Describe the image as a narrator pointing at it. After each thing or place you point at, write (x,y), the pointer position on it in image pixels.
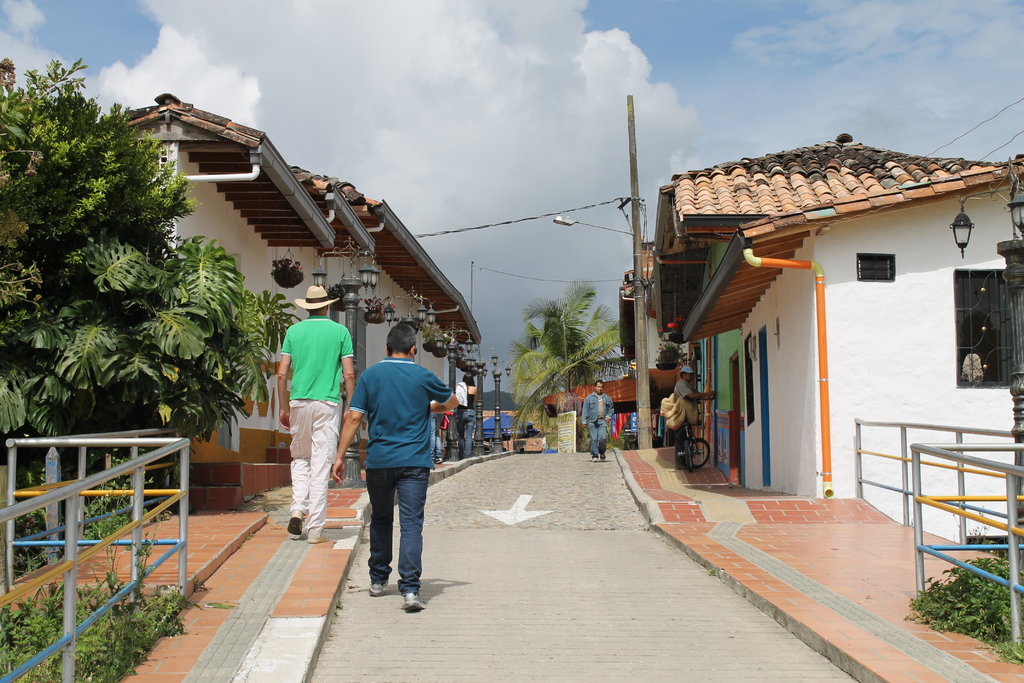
In this picture we can see few metal rods (73,591), trees (128,377), houses (249,264) and poles (479,362), and also we can find group of people (409,352), in the background (463,128) we can see clouds (481,158), on the right side of the image (1008,177) we can find few lights (1017,191).
